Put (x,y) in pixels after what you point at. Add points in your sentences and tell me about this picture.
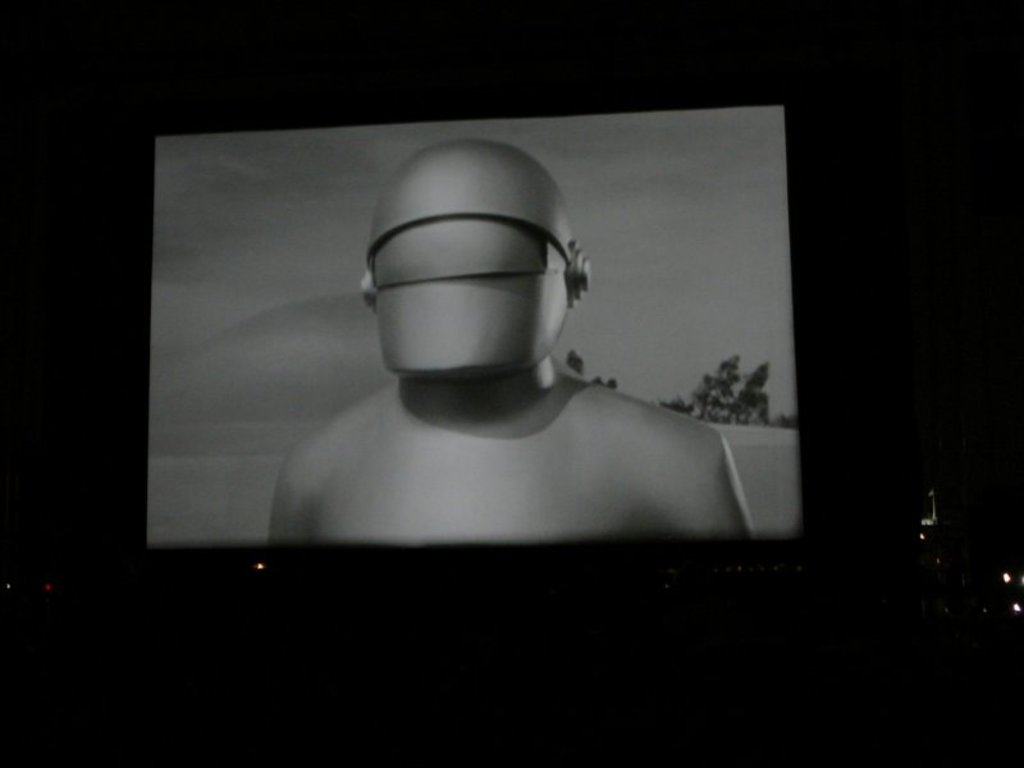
In this image we can see an old movie (154,169) is playing in the theater (14,307).
